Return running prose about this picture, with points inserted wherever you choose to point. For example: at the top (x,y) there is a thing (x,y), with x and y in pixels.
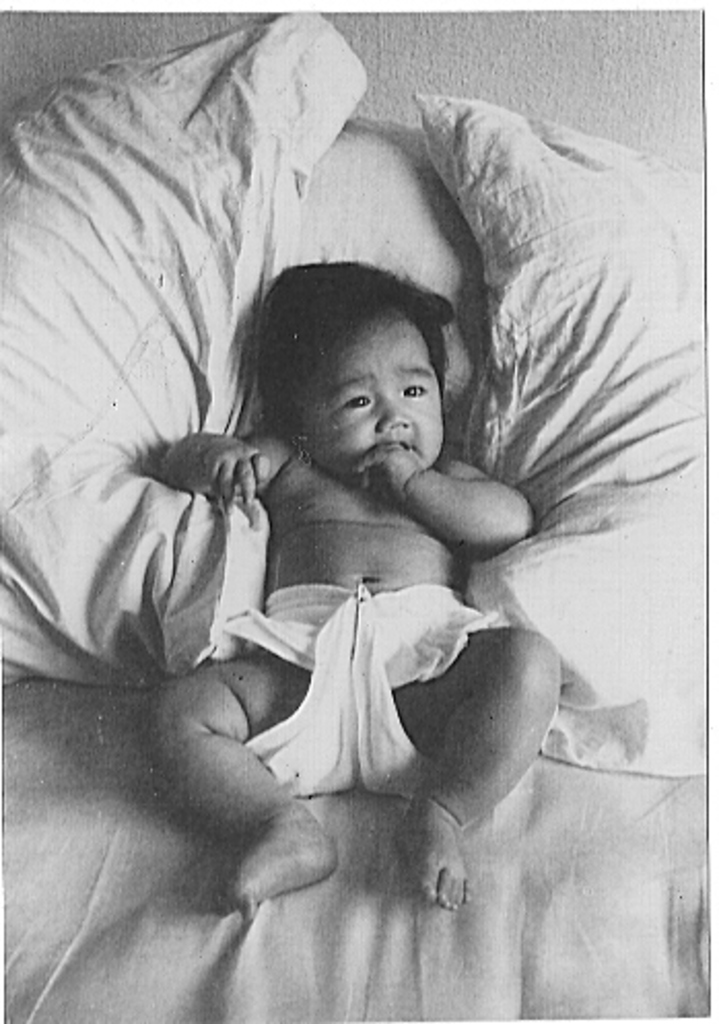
This is a black and white image. In the center of the image (362,455) there is a baby (334,458) on the bed (650,1000). There are pillows (234,294).
